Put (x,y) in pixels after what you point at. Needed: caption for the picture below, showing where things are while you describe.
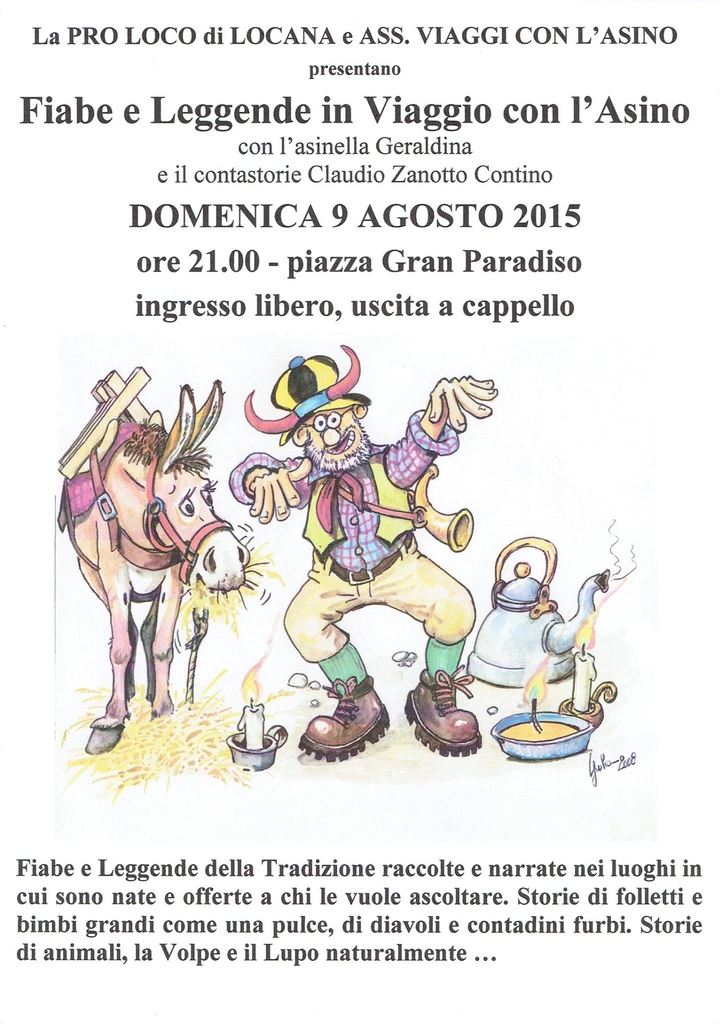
In this picture we can observe sketches (193,488) of a donkey (118,570) and a person (350,568) on the ground (308,698). The person (324,435) is wearing hat (300,375) on his head (318,448). We can observe a teapot (532,662) and a candle (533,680) on the right side (540,646). There are some sentences (256,103) printed in this picture with black color. The background (566,382) is in white color.
